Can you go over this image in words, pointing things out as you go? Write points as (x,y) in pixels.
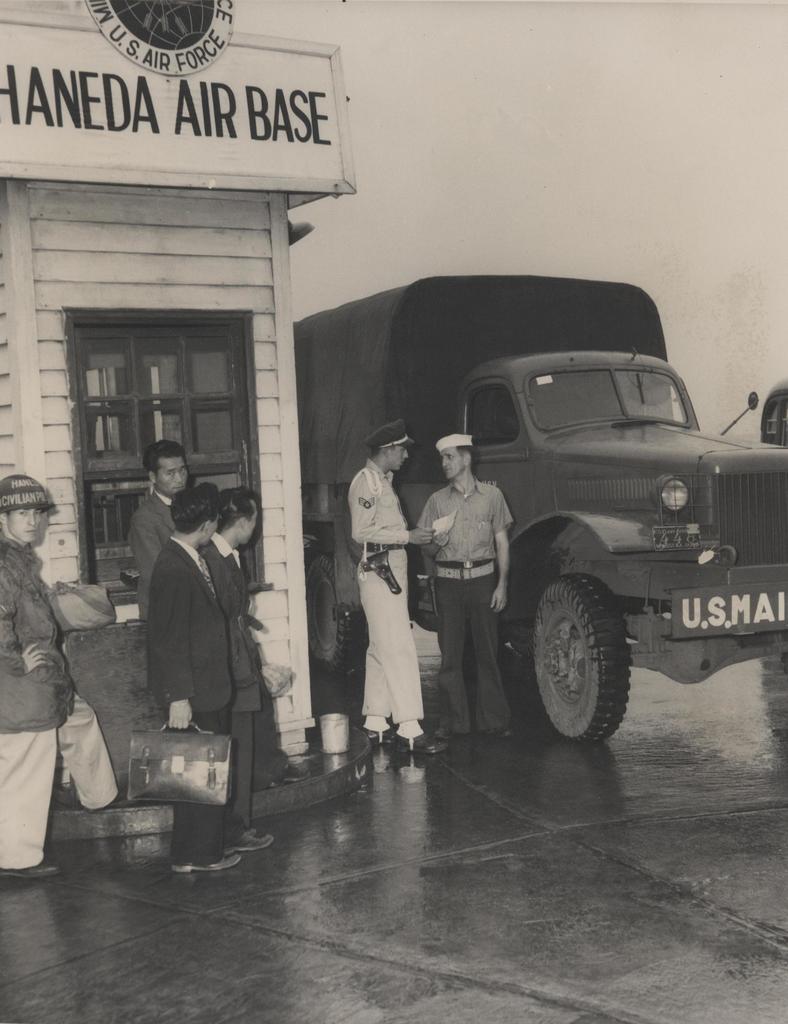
This is a black and white image. There are a few people (262,684). We can see the ground (371,862) and a vehicle (604,528). We can see the wall (142,292) with a window (142,317). We can see the board (118,78) with some image (159,73) and text (114,118). We can see the sky (753,71).
